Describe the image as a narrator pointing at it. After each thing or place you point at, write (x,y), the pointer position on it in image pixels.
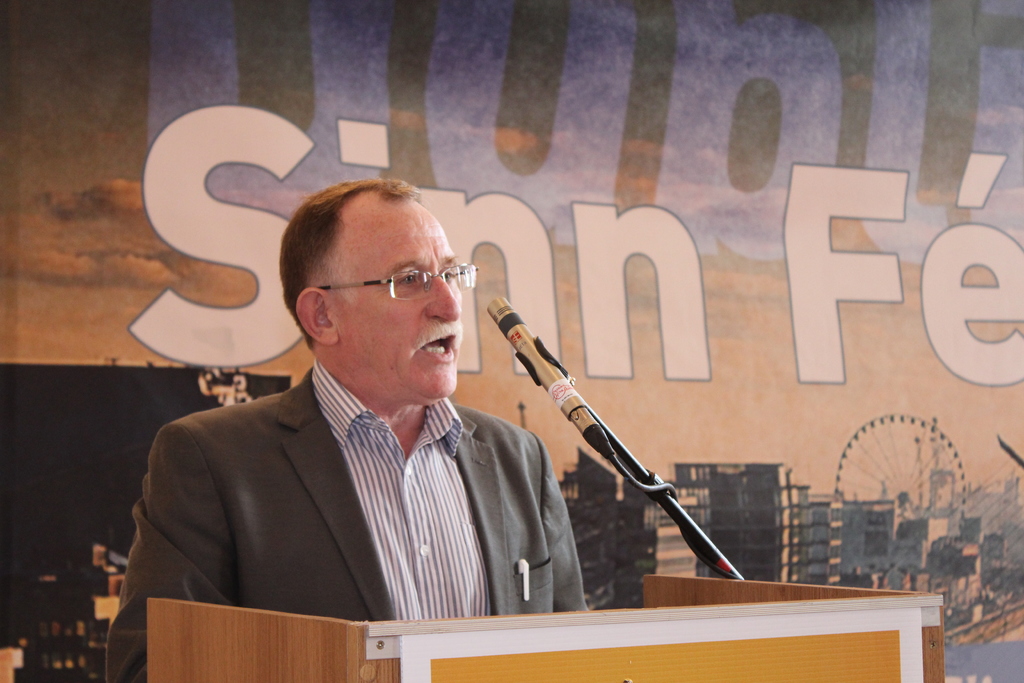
In this image I can see a podium (278,658) in front (239,669) and behind it I can see a man (322,498) who is standing and I see that he is wearing formal dress (274,498) and beside to the podium (672,666), I can see a tripod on which there is a mic (500,308). In the background (491,343) I can see something is written and I see the depiction of buildings (737,512).
